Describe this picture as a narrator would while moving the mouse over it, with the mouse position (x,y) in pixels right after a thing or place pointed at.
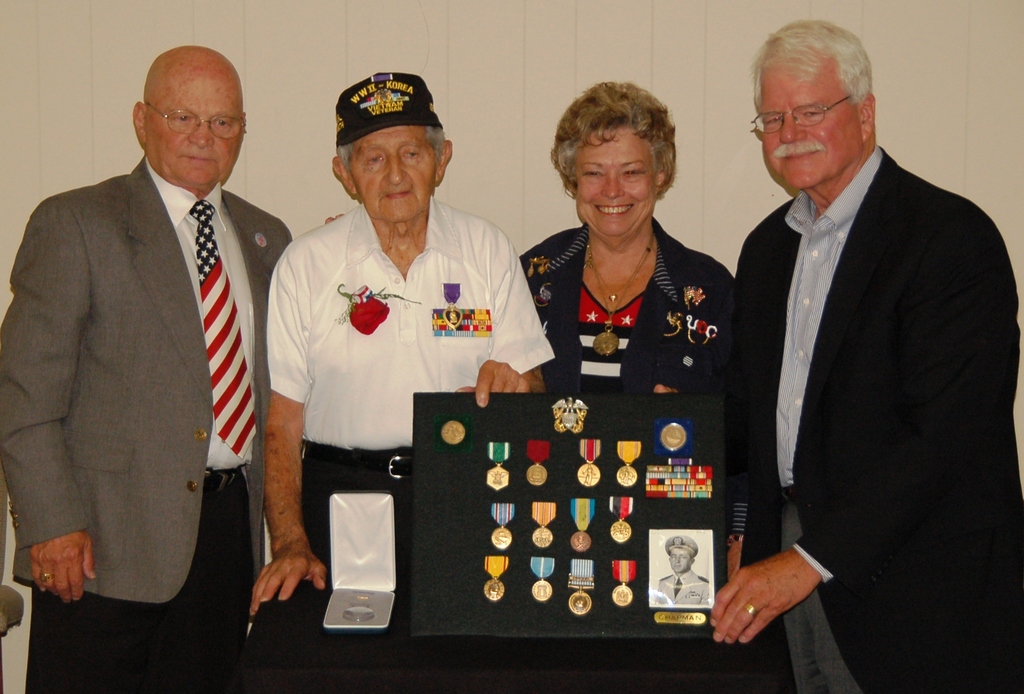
In this picture I can see few people (927,591) standing and I can see a board (492,489) with some medals (491,451) and a photograph (679,562) on it and I can see a man (402,151) wore a cap (435,114) on his head (390,154).
